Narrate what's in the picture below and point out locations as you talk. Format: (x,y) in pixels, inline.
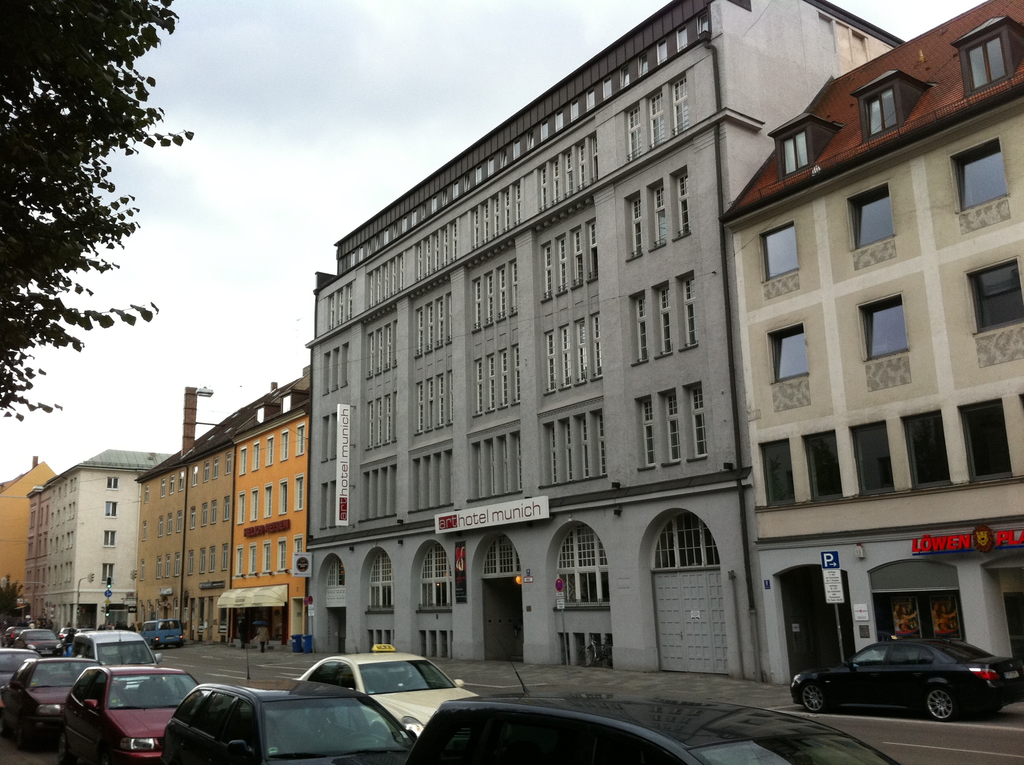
In the foreground of the image (552,692) we can see group of vehicles (368,697) parked on the road (221,672). In the background (500,519), we can see a group of buildings (587,453) with windows (589,552) and sign boards (826,565) with text (830,565) on them, trees (114,78) and the sky (337,181).
